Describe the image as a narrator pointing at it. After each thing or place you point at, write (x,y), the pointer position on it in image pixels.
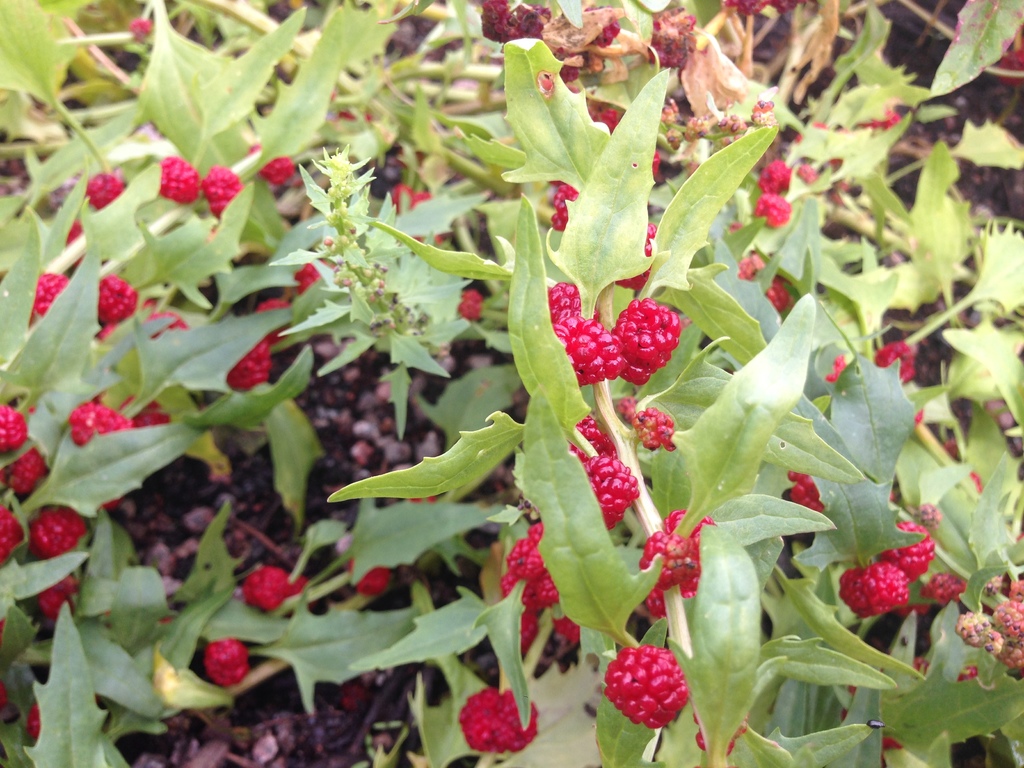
In this image there are some red berries (176,315) and plants (757,518).
